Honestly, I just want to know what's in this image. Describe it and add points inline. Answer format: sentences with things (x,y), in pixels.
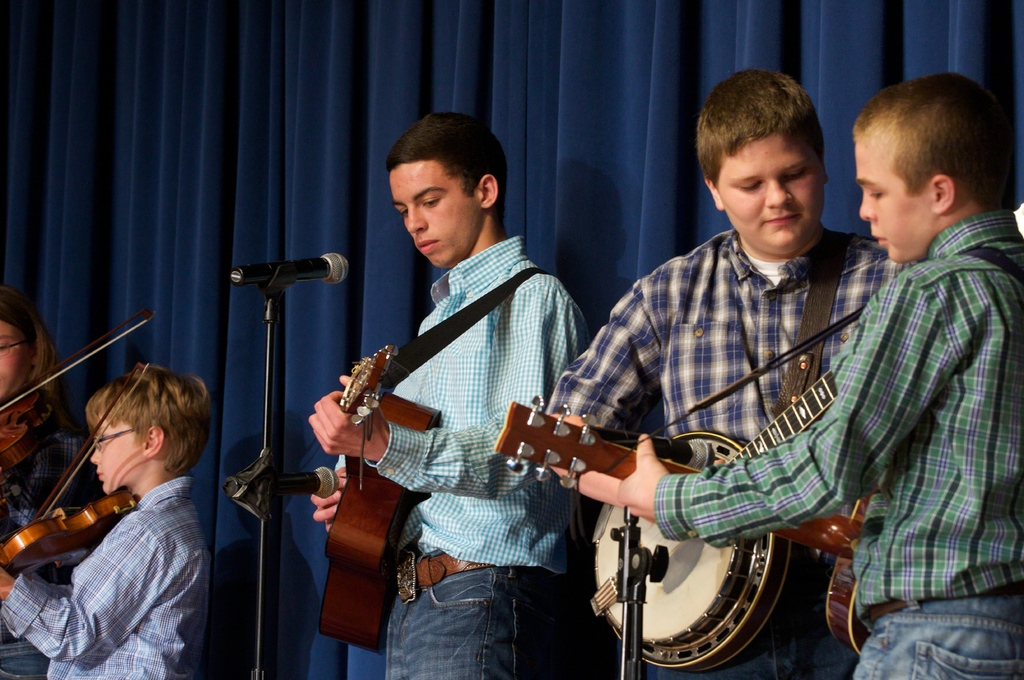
In this image I see 5 persons (984,106) and all of them are holding musical instruments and there is a mic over here. In the background (12,37) I see a curtain (12,37) which is of blue in color.
